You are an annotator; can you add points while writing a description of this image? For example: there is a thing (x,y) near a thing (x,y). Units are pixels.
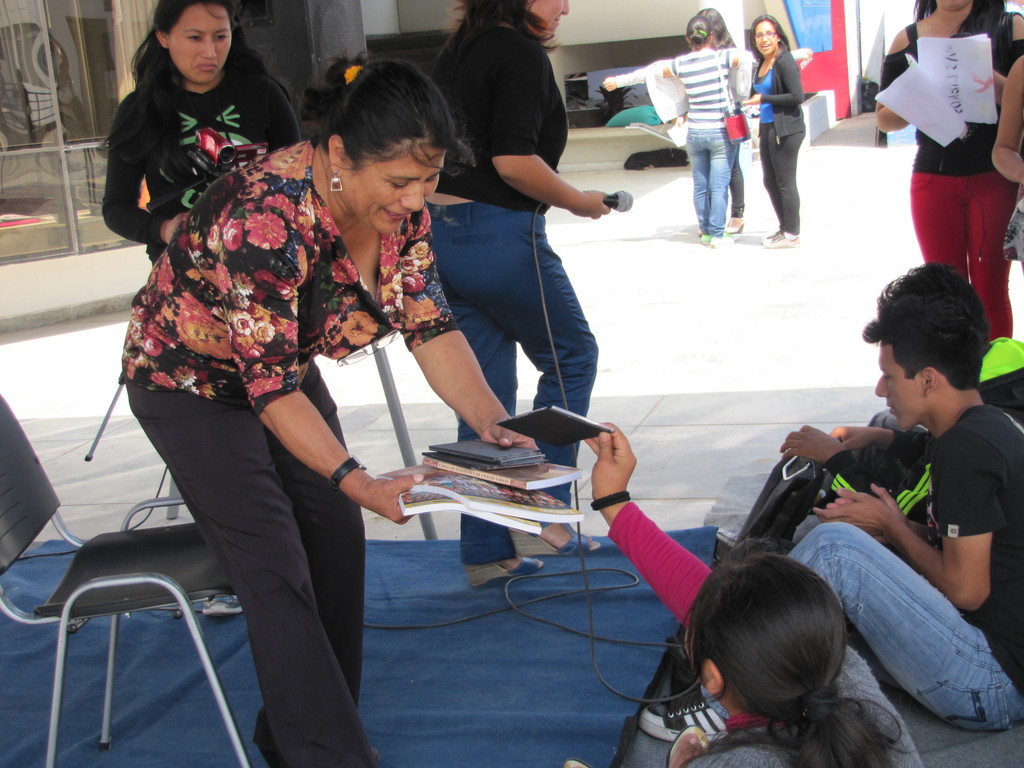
In the picture we can see a woman (300,641) standing on the path (100,491) on a blue color mat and bending and giving some books (559,513) to the girl child (819,667) who is sitting on the path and beside her we can see two boys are also sitting and behind the woman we can see a chair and two women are also standing and one woman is holding a microphone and far away from them we can see three women (698,83) are standing and talking to each other.
